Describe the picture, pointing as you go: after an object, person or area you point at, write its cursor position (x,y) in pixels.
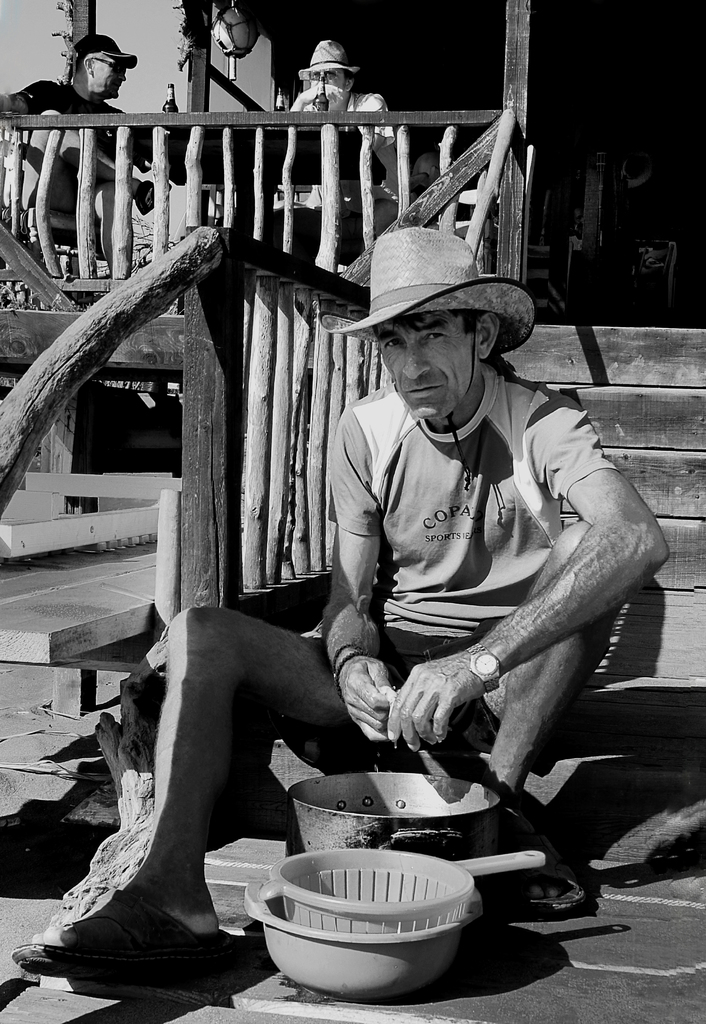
This is a black and white picture. Here we can see a man (489,582) sitting on a platform (529,964) and he wore a hat (437,301). Here we can see a bowl (319,799) and baskets (374,931). In the background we can see two persons (40,83) are sitting on the chairs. There is a table (342,160). On the table (138,146) there are bottles (280,101). Here we can see railing (291,119).
